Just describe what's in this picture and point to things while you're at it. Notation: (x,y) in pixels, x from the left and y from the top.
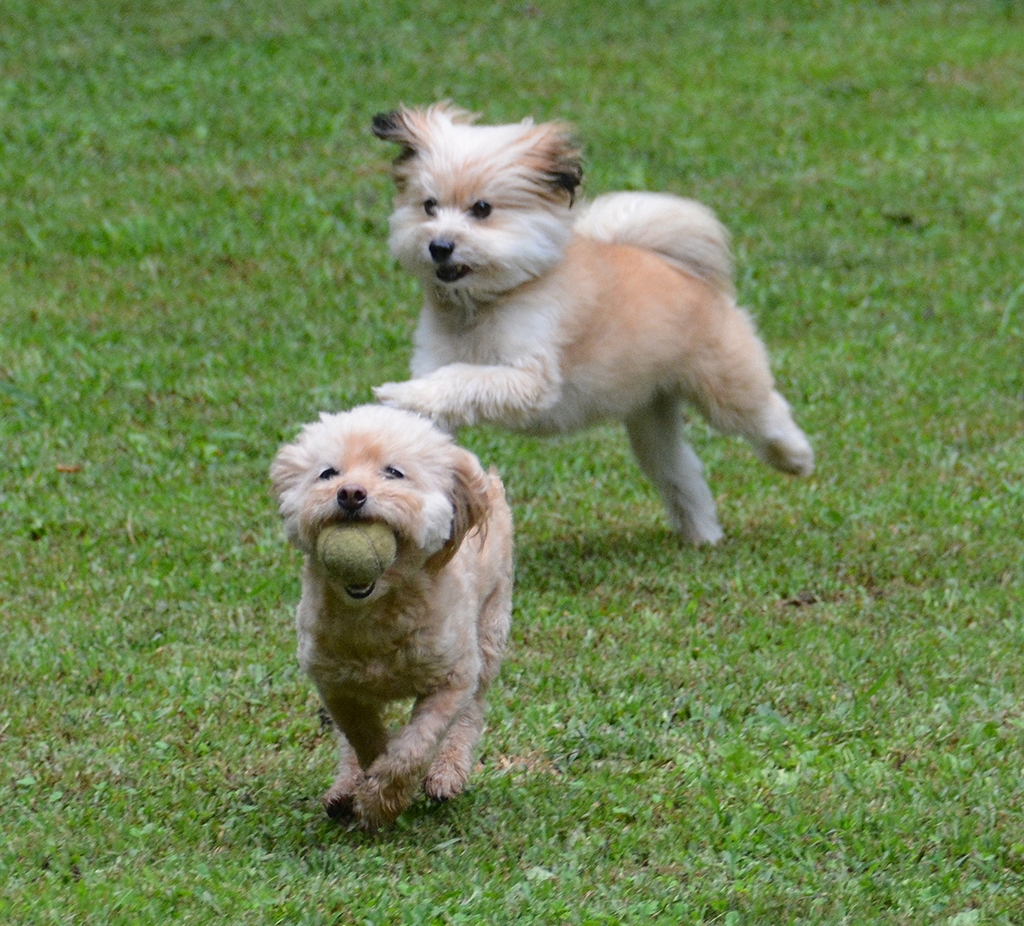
In this image we can see two puppies (573,353) running at the foreground of the image (423,571) there is puppy (465,559) which has ball (345,579) in her mouth (354,578) and at the background of the image (372,105) there is ground (256,96).
